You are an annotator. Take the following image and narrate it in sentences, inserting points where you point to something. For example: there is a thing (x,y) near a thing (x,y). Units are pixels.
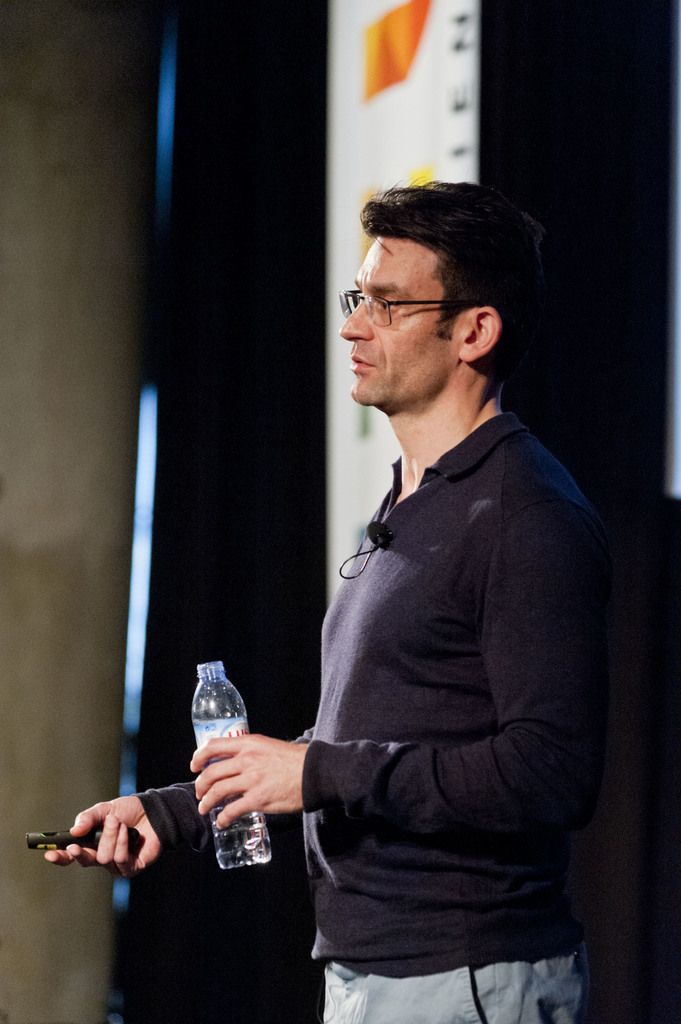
In this image I see a man (552,866) who is standing and holding a bottle (237,708) and a thing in his hands (265,745), I can also see he is wearing a t-shirt (507,438) and in the background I see a banner (333,1).
